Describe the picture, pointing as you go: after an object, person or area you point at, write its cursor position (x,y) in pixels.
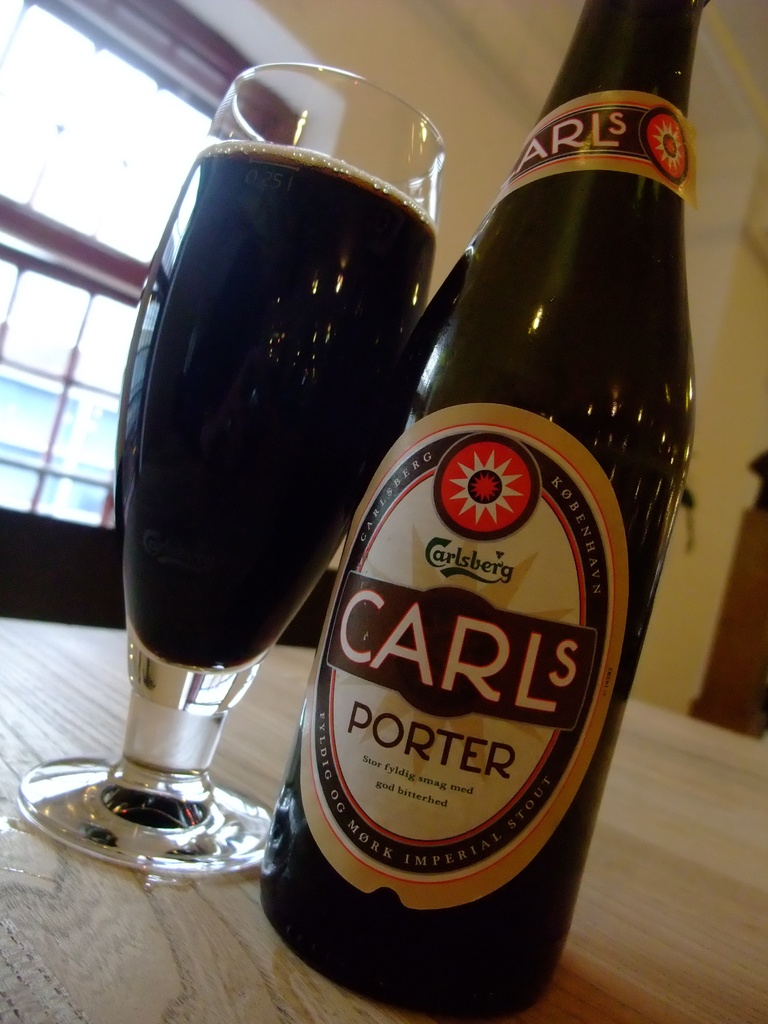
In this image we can see a glass (165,552) and a bottle (331,654) on a wooden surface (237,887). In the glass (243,849) we can see the drink (163,464) and on the bottle (419,437) we can see a label (460,610). On the label (421,657) we can see the text (397,743). Behind the bottle (369,481) we can see a window (7,316) and a wall (481,210).
